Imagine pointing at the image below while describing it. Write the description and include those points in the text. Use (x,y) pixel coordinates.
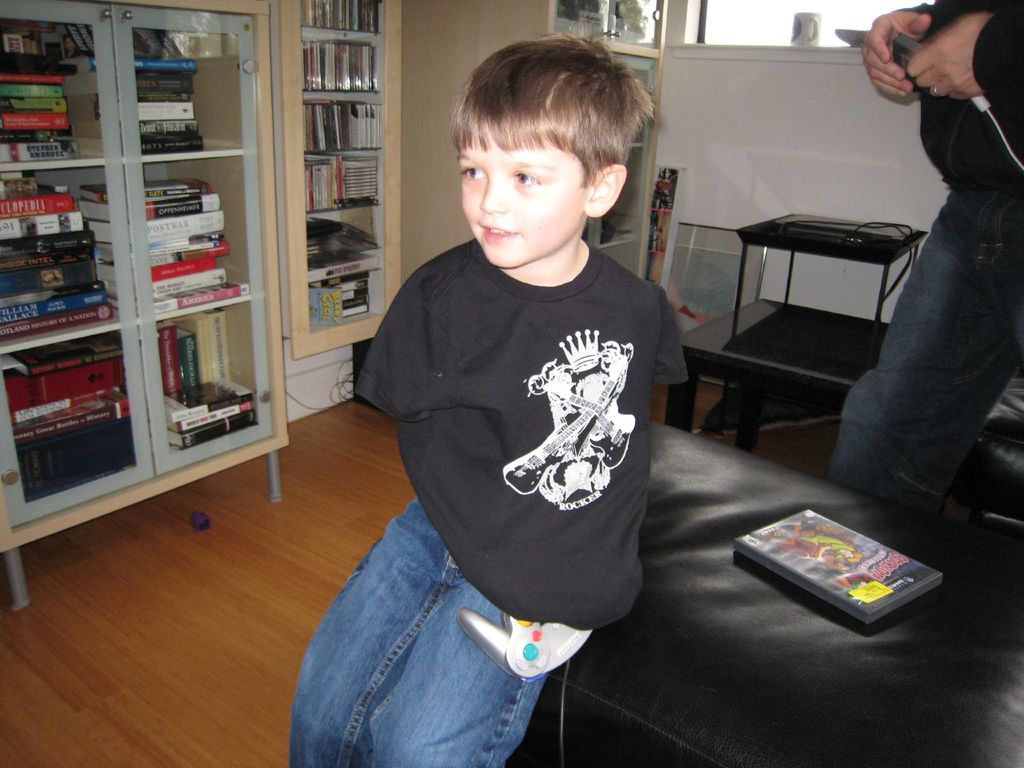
In this image there are two persons (514,379), one is boy (539,254), who is wearing a black t-shirt (495,377) and blue color jeans (441,627) and holding a remote (550,670) in his hand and another is holding a cable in his hand (951,86). In the left of the image (45,183) and middle of the image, we can see three cupboards (231,68) in which books (179,231) are kept. In the right middle of the image (714,375), there is a table (723,338) on which another small table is kept. In the right bottom of the image (948,556), there is a sofa (971,619) on which case (804,583) is kept. In the top right of the image (750,46) white in color is visible. It looks as if, the picture is taken inside the room (171,652).
